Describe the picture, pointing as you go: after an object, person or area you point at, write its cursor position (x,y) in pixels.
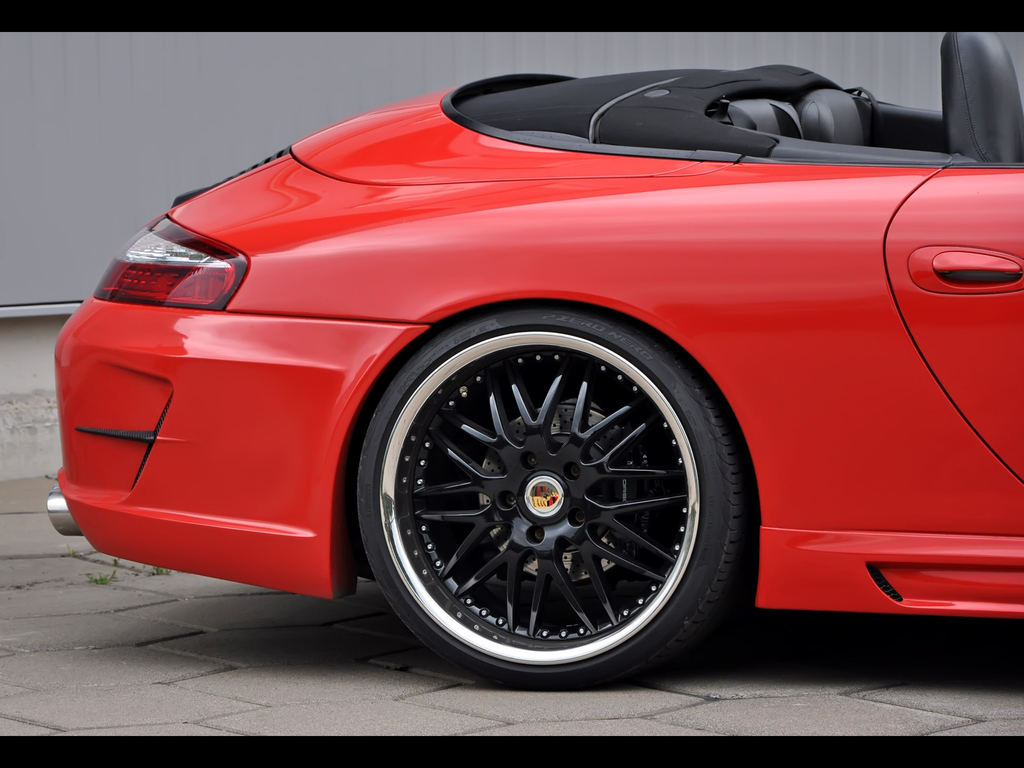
In this image there is a red color car (731,321) on the road (294,678) and the image has black borders (689,736).
